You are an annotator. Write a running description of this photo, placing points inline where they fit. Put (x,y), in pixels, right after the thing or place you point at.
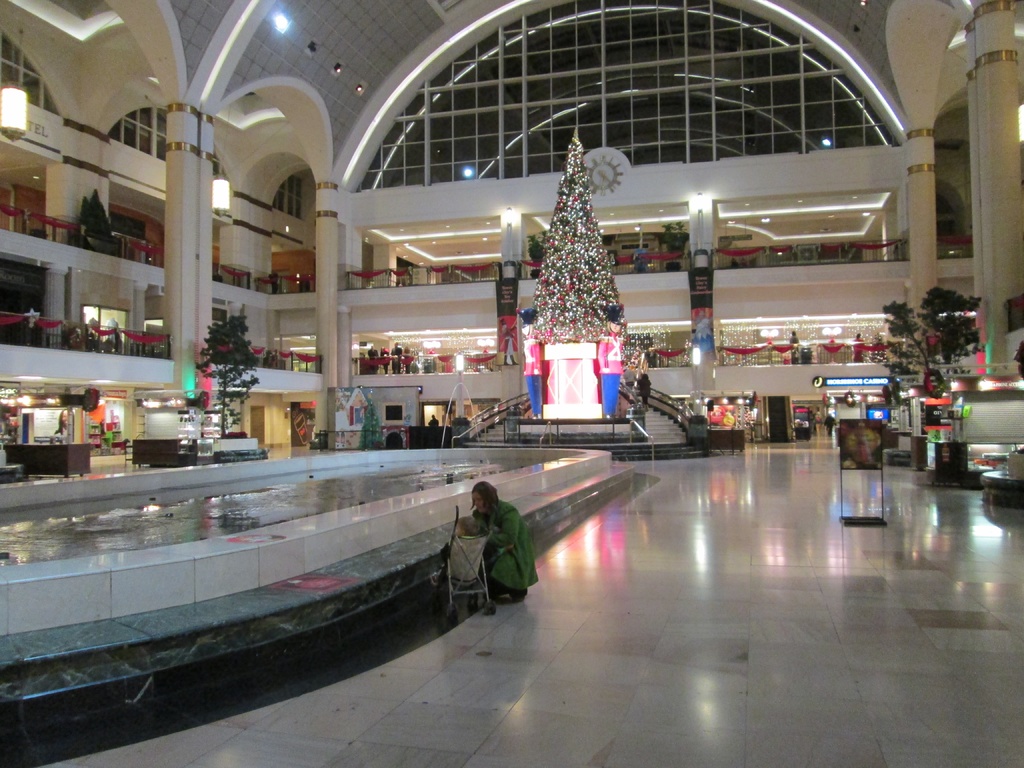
In this picture I can see inside of the building (728,474), in which we can see Christmas tree (592,310) with lights (576,317), around we can see some shops (738,447), people (511,542), some water (304,497) and staircases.
